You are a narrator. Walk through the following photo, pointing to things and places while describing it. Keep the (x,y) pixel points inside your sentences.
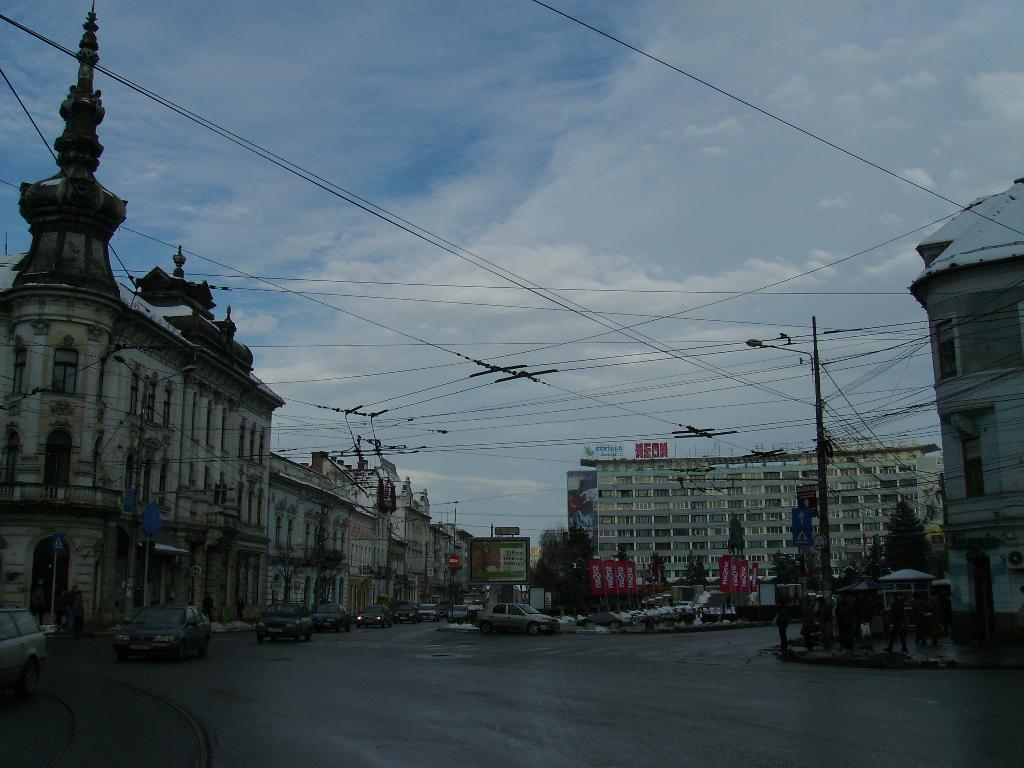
In the foreground of this image (530,619), there are vehicles (336,620) moving on the road (461,696). In the background (244,527), there are building (426,533), cables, poles (823,479), flags (609,573), the sky (476,191) and the cloud (231,257).
